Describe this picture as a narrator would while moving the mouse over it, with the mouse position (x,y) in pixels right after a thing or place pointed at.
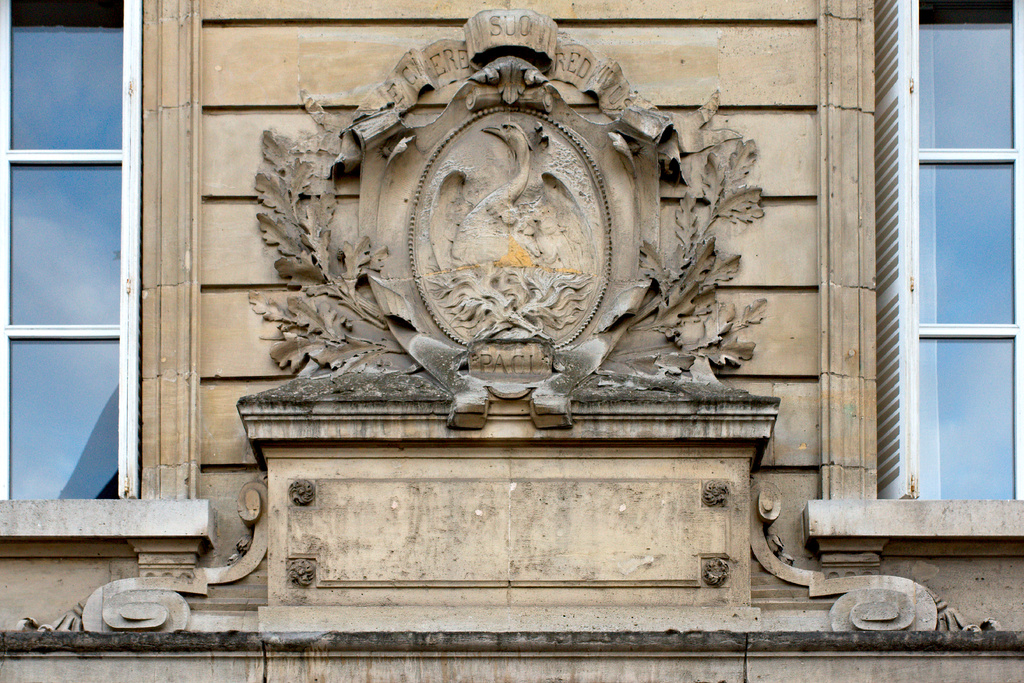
In this image, we can see the wall (814,7) with some sculptures (635,317) and text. We can also see some glass windows (906,344) on both the corners.
